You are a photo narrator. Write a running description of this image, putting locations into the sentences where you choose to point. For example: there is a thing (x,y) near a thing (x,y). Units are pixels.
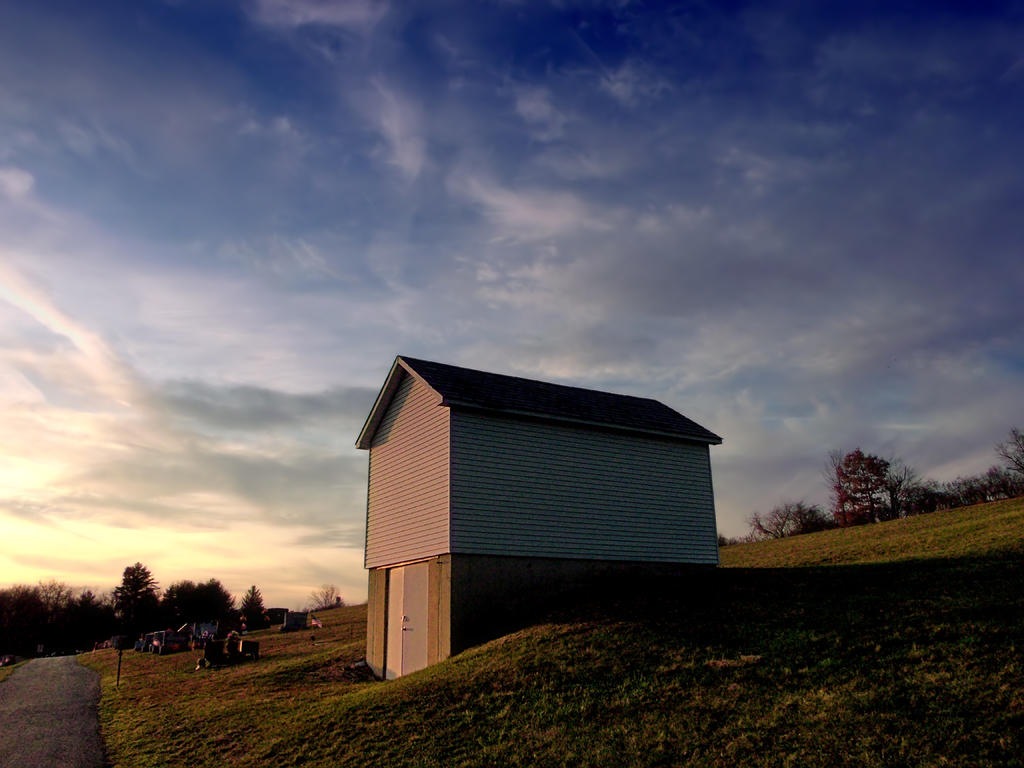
In this image I can see the building (412,629) in white and gray color. Background (76,632) I can see few trees (18,599) and the sky (382,229) is in blue and white color.
